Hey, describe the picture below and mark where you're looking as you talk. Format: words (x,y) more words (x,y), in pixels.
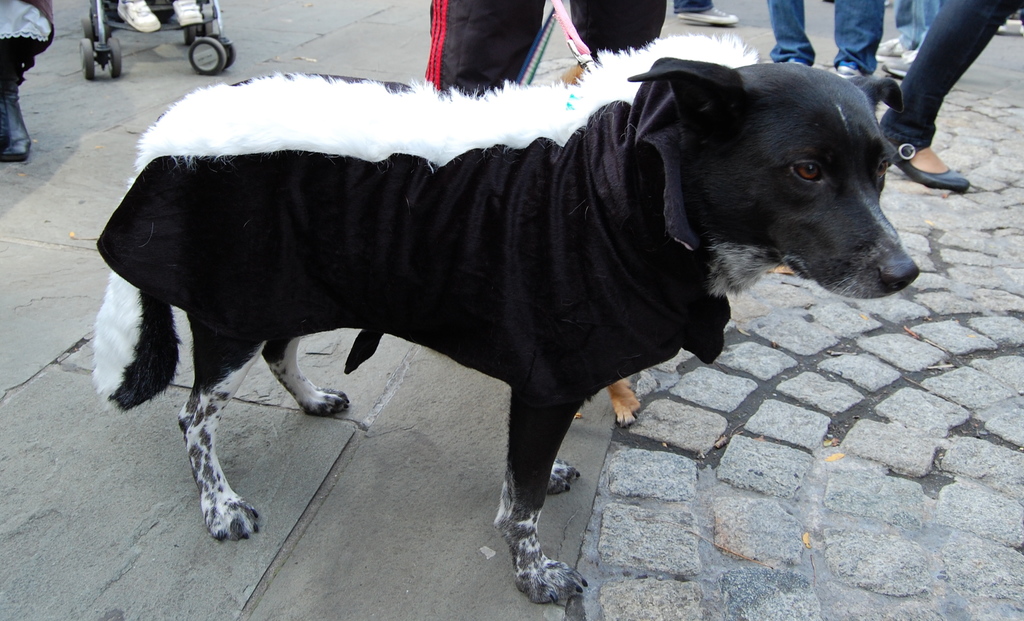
In this image there is a dog (480,215) standing on the ground (393,444), there is leash (561,28) towards the top of the image (576,49), there is an object (190,32) towards the top of the image (206,52), there are person's legs (844,18) towards the top of the image (611,15), there are stones (798,409) towards the right of the image (884,418), there is ground (294,512) towards the bottom of the image (275,515).
